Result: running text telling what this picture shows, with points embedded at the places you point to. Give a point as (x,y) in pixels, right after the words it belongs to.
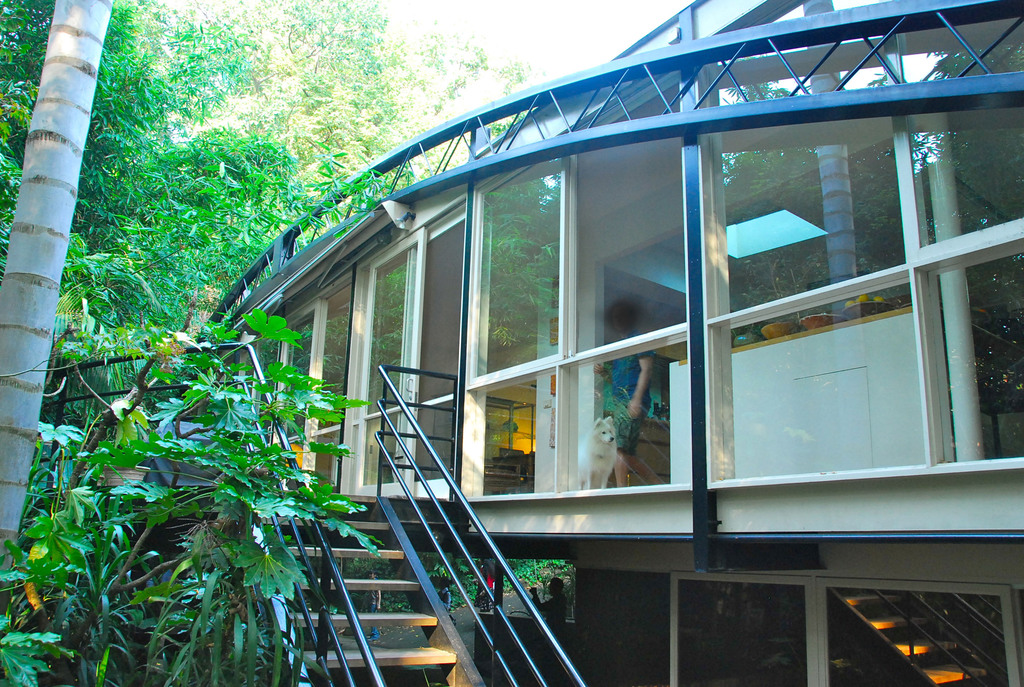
In the image there is a building (712,47) with glass panel walls (837,391) to it with steps (458,674) in the middle (618,456), there is a person (617,444) and a dog (584,454) visible inside the home (359,289), on the left side (223,173) there are plants (127,237) and trees (69,189).
